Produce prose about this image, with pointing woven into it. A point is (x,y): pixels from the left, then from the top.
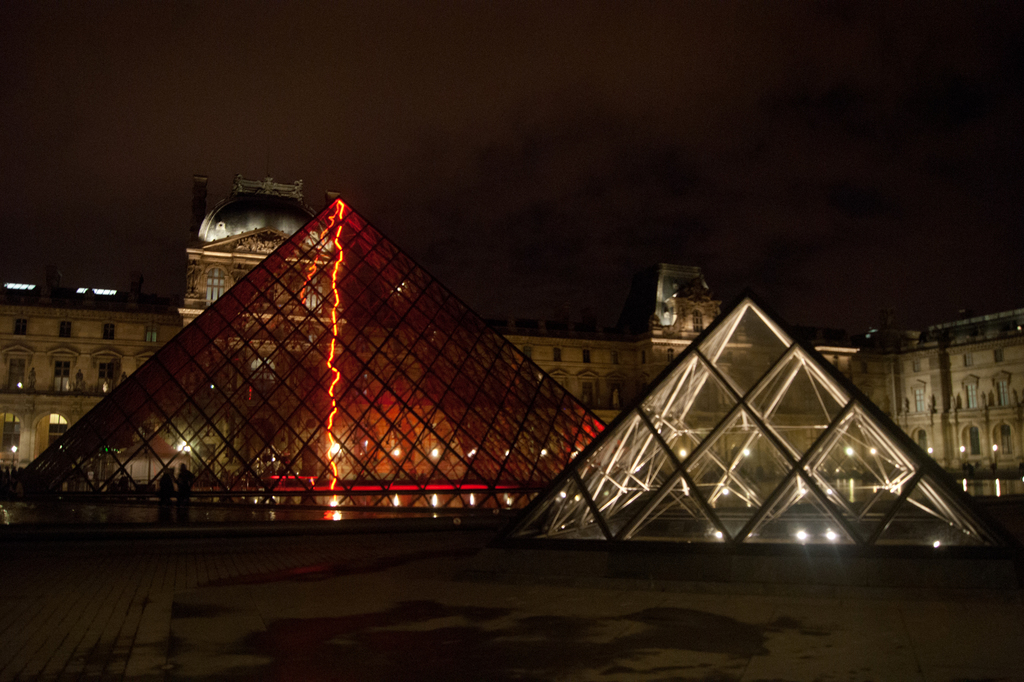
In this picture I can observe two glass pyramids (587,440). On the left side (291,403) there is a red color lighting (328,228) in this glass pyramid (326,403). In the background (133,366) there is a building (620,346) and I can observe sky (424,90) which is completely dark.
